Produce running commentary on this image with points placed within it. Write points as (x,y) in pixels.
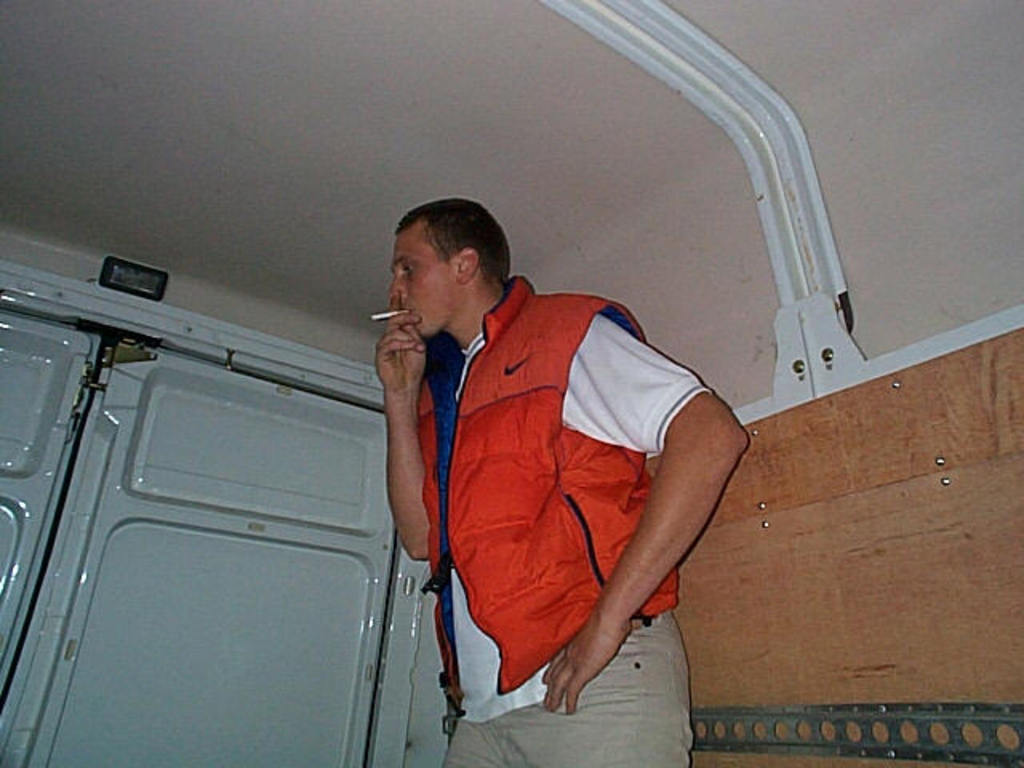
In this image there is a man (620,601) standing wearing orange jacket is smoking, beside him there is a white door (230,652).
